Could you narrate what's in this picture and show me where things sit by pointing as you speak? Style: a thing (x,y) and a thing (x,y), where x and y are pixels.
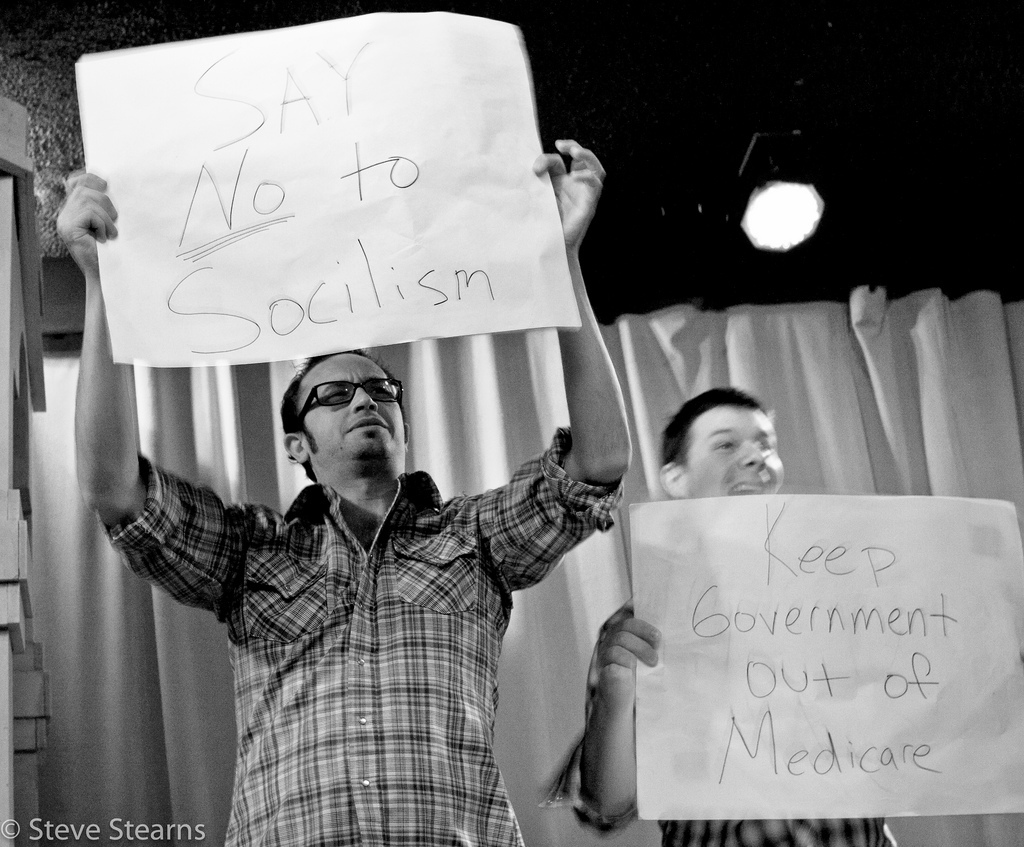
This is a black and white picture. In this two people (467,595) are standing and holding some posters (762,635). Person (338,569) on the left (338,495) is wearing a specs (328,395). There is a watermark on the left corner (97,830). In the back (134,613) there is a curtain (686,398). Also there is a light (752,206).
